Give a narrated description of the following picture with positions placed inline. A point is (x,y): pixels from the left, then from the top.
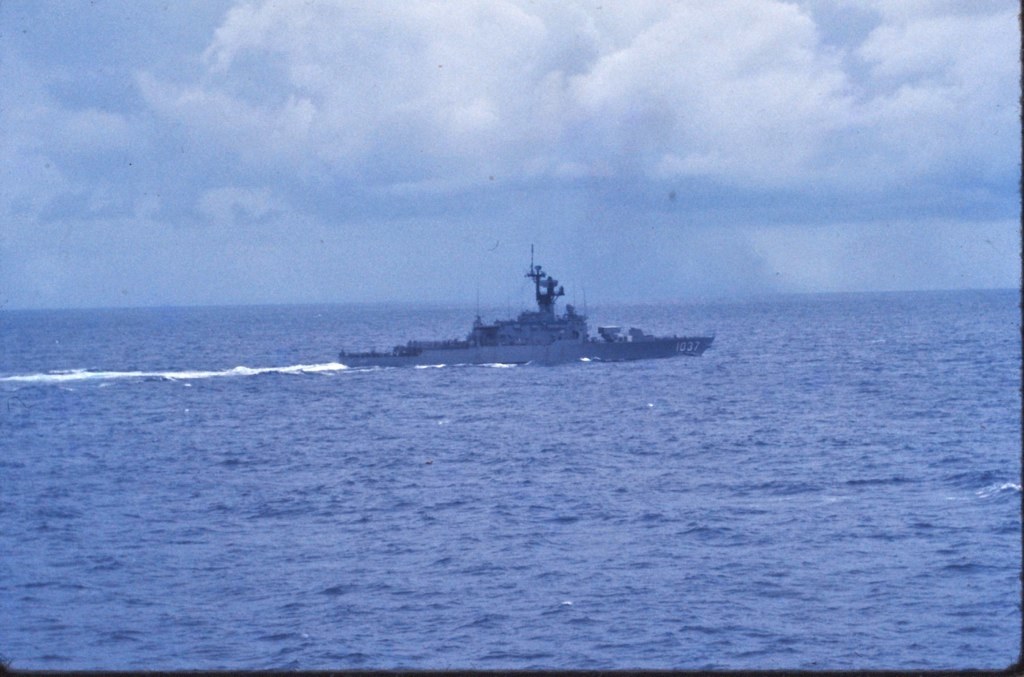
In the background (757,81) we can see the sky (579,108) with clouds (713,162). We can see a navy ship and water (560,382).
